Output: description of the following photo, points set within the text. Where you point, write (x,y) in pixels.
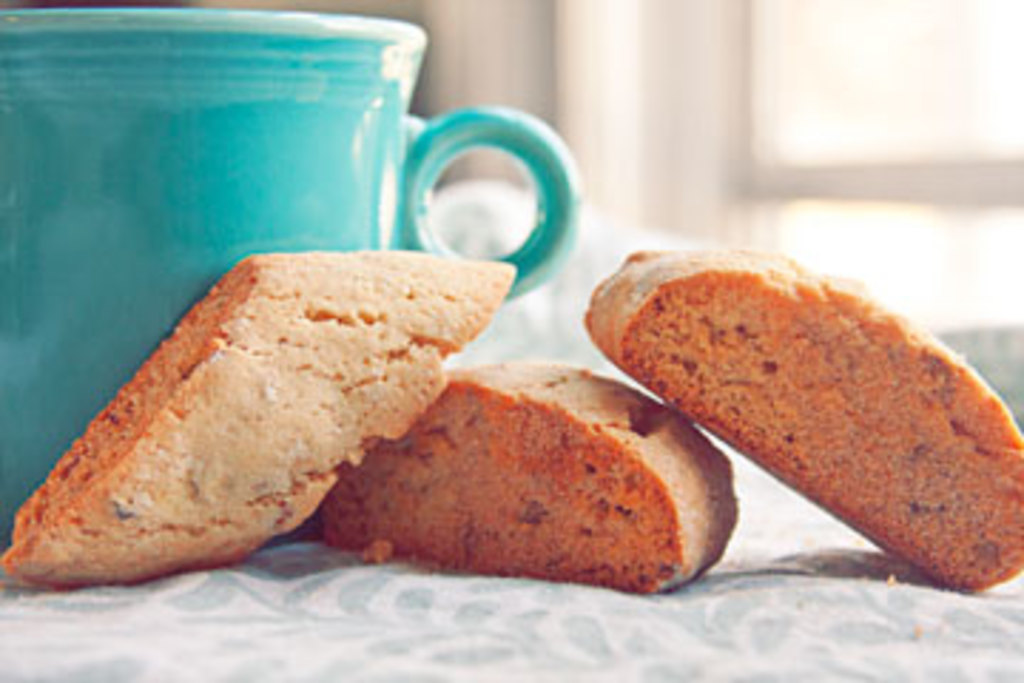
The picture consists of a table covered with cloth (745,617). On the table (397,584) there are biscuits (275,336) and a cup (353,178). The background (897,183) is blurred. In the background (897,86) there is a window (925,95) and wall (569,122).
